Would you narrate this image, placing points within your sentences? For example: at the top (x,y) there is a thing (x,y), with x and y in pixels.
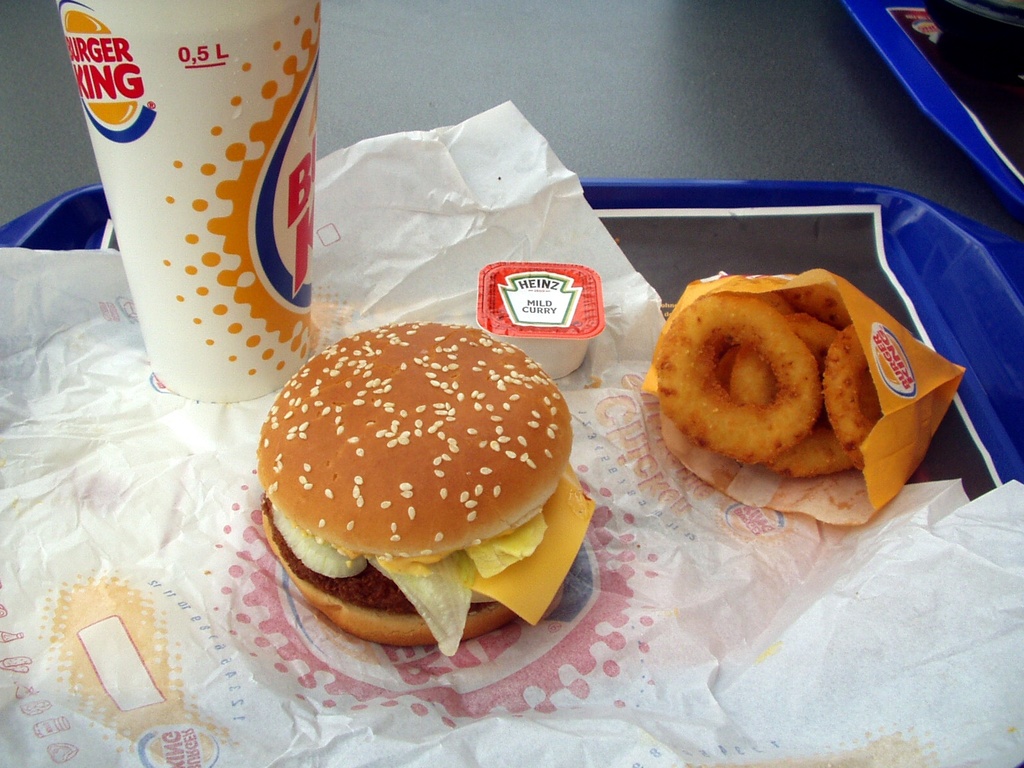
In this picture we can see the table (556,108) and tray (926,206). On the tray (912,188) we can see the tissue papers (474,257), burger (412,591), glass (285,222), cup (555,293), paper cover (927,427) and onion rings (732,354), In the top right corner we can see the tray (1012,192) on the table (908,148).
